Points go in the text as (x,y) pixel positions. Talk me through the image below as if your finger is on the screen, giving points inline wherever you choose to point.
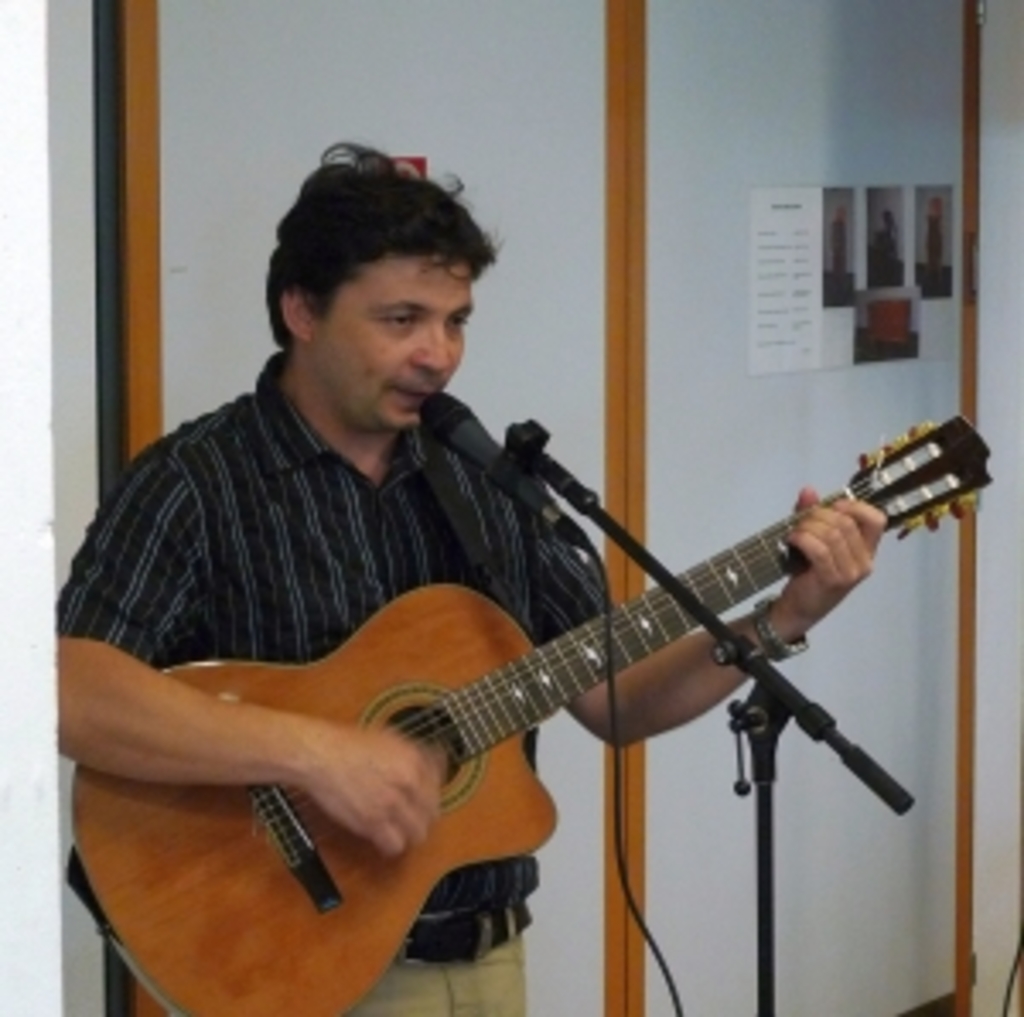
In this picture we can see man (352,822) holding guitar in his hand (352,822) and singing on the mic (462,410) and in the background (508,43) we can see wall (833,128) and some notice (758,246) and photos (873,338) on it.
